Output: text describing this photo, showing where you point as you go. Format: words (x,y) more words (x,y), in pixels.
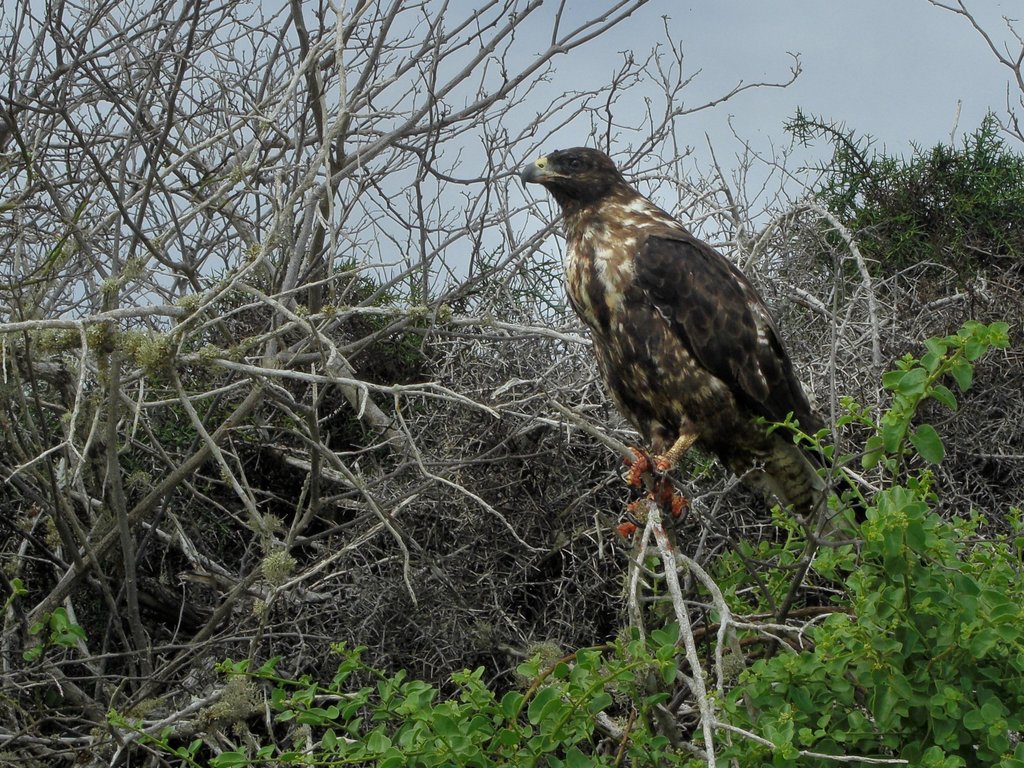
In this picture we can see a bird (638,423) and in the background (596,396) we can see trees (852,314), sky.
